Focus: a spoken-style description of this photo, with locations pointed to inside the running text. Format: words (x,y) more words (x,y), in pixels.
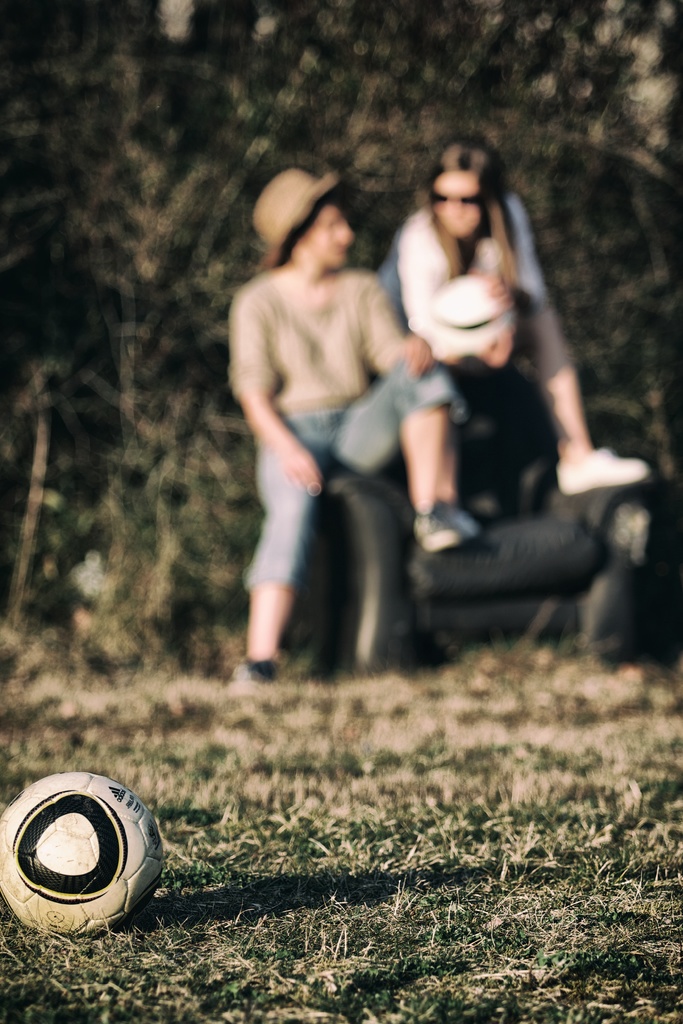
Here in this picture, in the front (162,809) we can see football (111,803) present on the ground (177,800) and we can see grass (294,895) covered on the ground (371,782) and in the far we can see two people (361,359) sitting on chairs (354,607) in blurry manner and we can also see plants (201,206) and trees (201,206) in blurry manner.
